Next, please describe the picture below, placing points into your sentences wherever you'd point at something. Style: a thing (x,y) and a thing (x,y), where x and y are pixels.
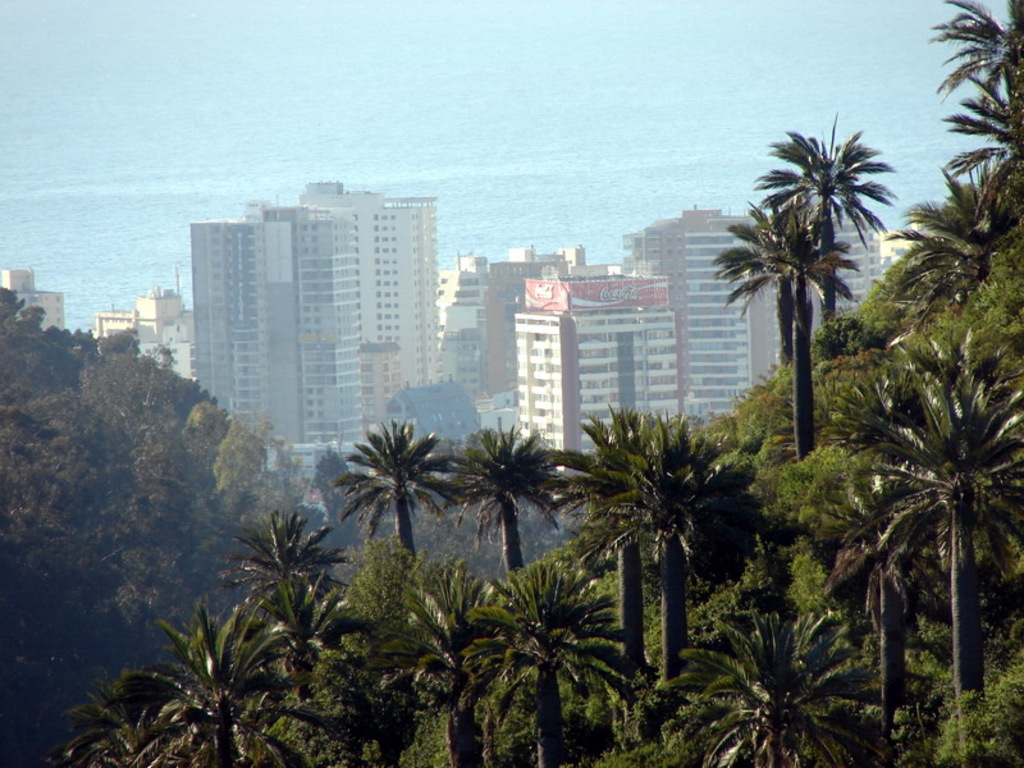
In the center of the image (464,358) there are buildings (592,313) and trees (66,480). In the background (416,107) there is water (367,79).
